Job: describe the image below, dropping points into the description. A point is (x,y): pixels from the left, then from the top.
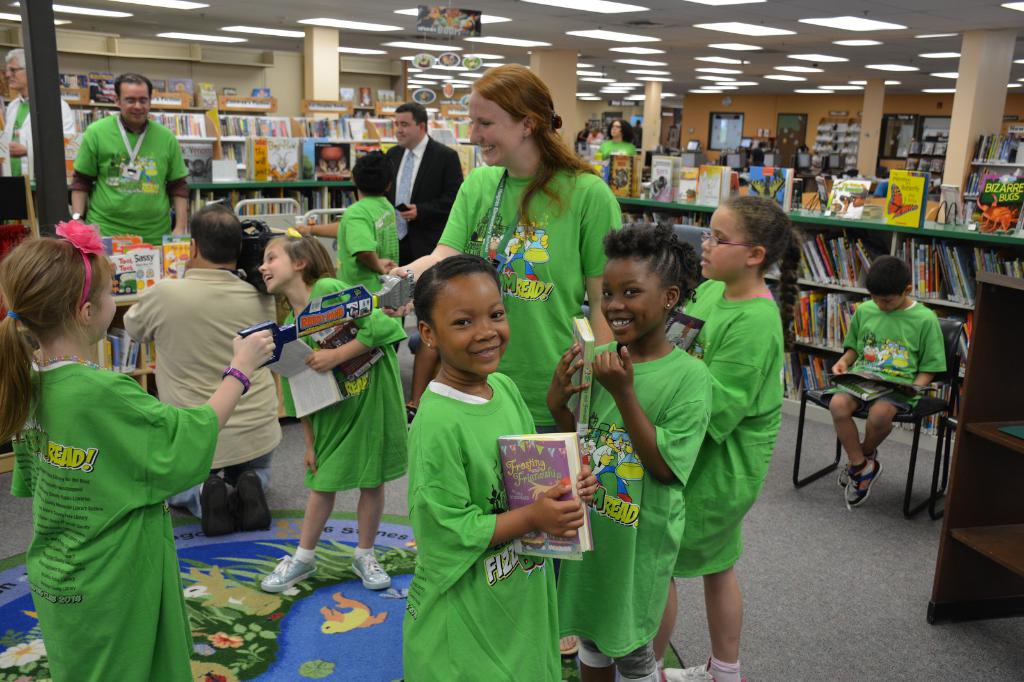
This is the inside view of the library (735,181) where we can see students (486,407) and persons (174,171) are standing, smiling and holding books (349,380) in their hands (624,384) and most of the people (666,398) are wearing green color t-shirts (906,365).
